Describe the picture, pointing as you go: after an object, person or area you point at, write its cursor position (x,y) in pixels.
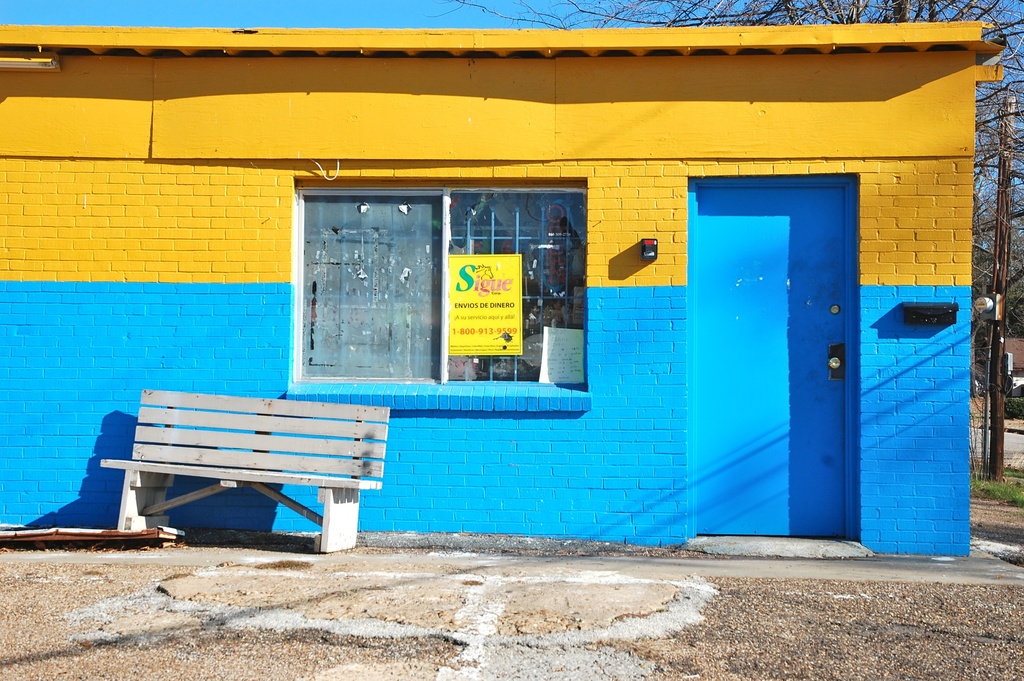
In this picture there was a building (407,245). In the center (513,312) I can see some posters (487,310) on the window (531,306), beside that there is a door (753,385). On the left (181,438) there is a wooden bench (252,471). In the background (982,395) I can see the electric poles (1003,341), buildings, trees (1018,327), plants (978,348), grass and roads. At the top (377,22) i can see the sky (298,16).
